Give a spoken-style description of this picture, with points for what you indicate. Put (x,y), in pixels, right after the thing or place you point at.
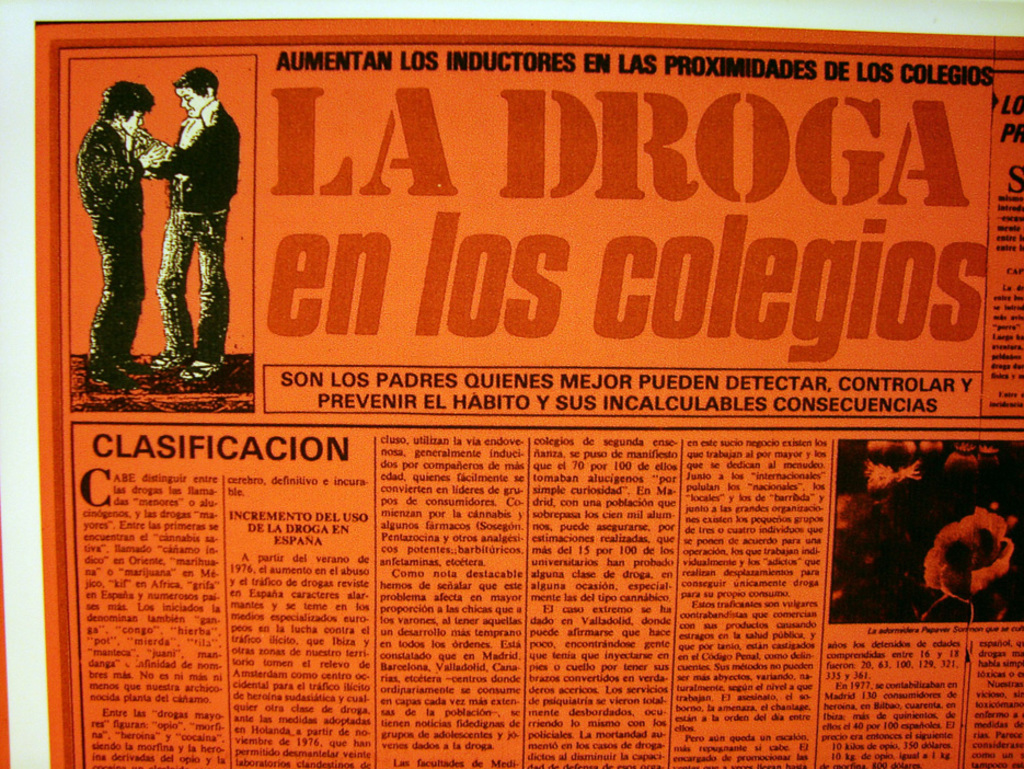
This is a poster (606,449). In this image we can see there is some text (463,398). On the top left corner (123,224) there are two people (208,201) holding each other.
